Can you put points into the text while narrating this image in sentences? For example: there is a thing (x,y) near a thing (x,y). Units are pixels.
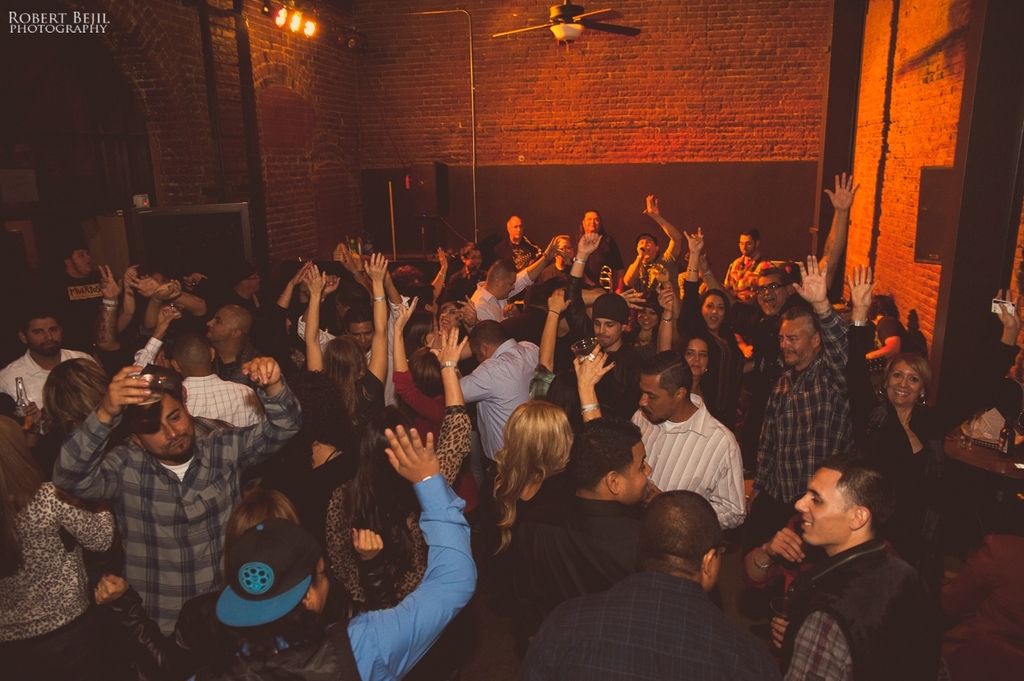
In this image there are group of people (403,394) dancing, and there are lights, fan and a watermark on the image.
